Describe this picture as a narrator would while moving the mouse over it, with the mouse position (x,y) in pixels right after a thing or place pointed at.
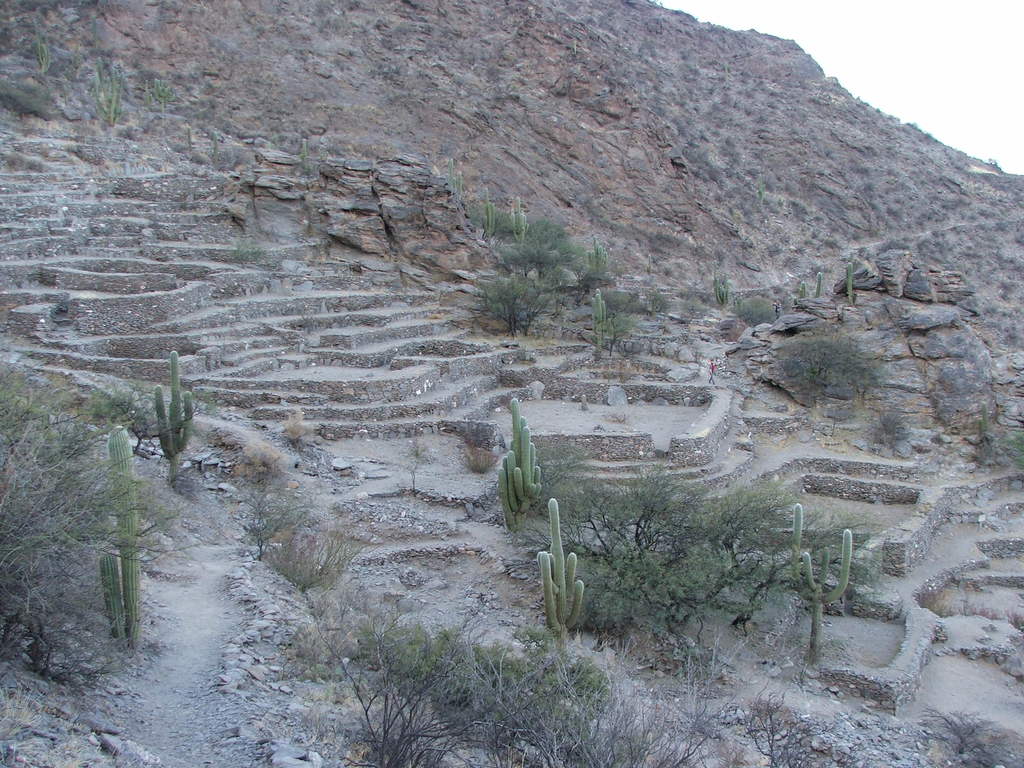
In this image there is a person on the stairs (756,437), few plants (820,363), a mountain (805,396) and the sky (938,69).
